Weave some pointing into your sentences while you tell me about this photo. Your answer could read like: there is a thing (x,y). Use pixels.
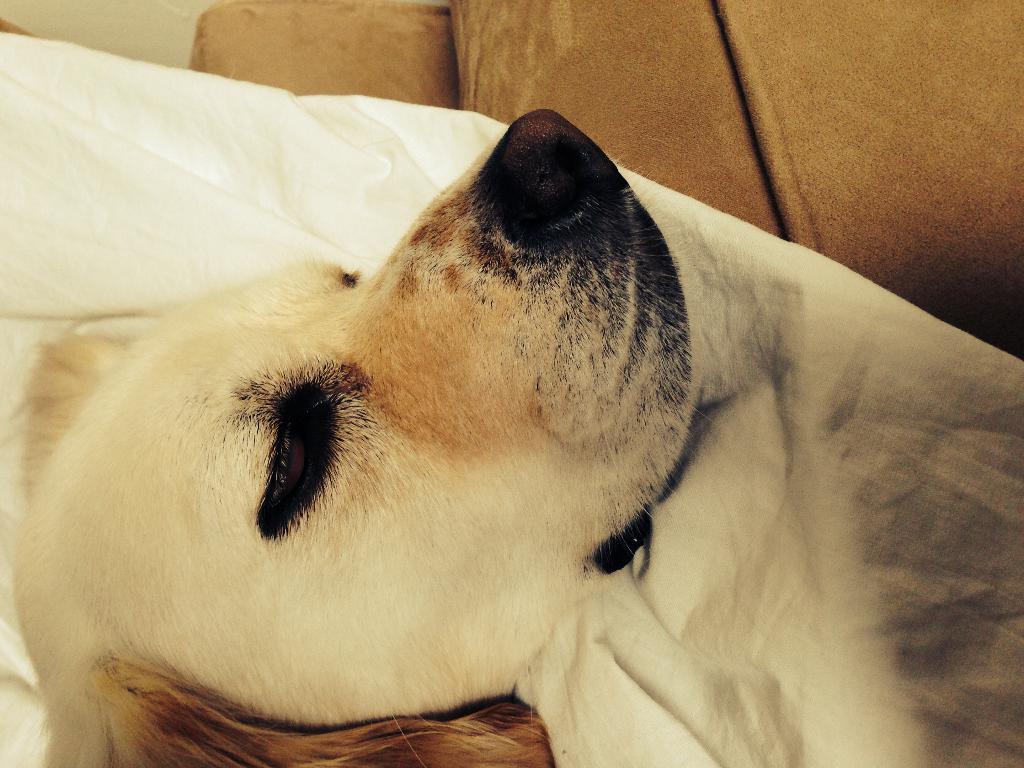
In this picture I can observe a dog (302,341). This dog (337,391) is in cream color. In the background (314,75) I can observe brown color sofa (506,71).
